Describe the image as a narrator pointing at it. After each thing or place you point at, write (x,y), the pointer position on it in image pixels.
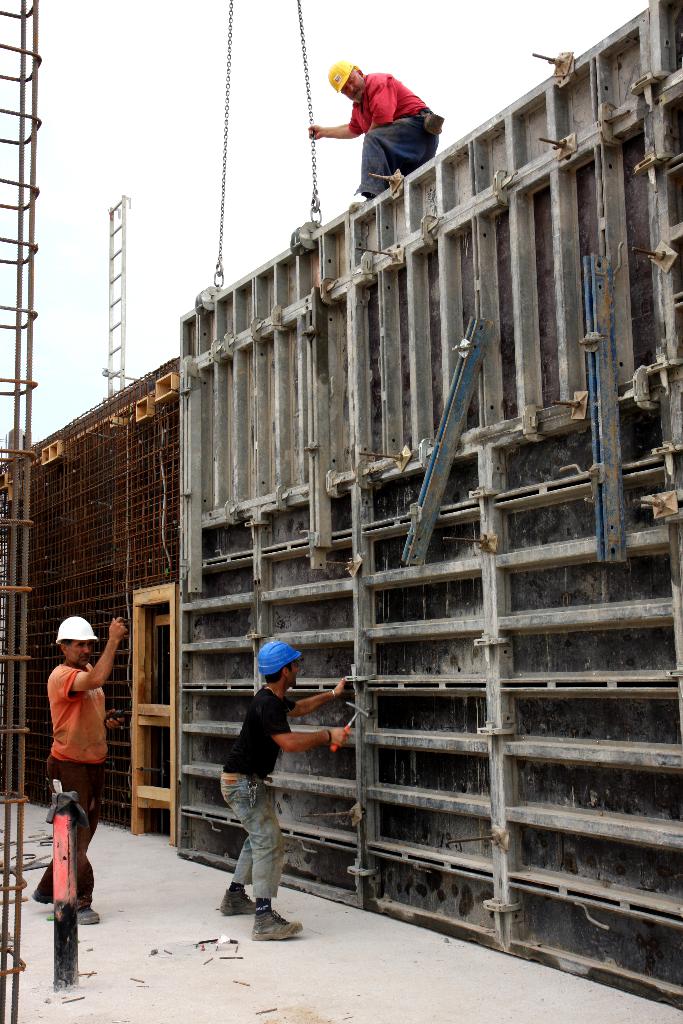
In this picture we can see some people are building the wall (438,573) with metal panels (187,771).
